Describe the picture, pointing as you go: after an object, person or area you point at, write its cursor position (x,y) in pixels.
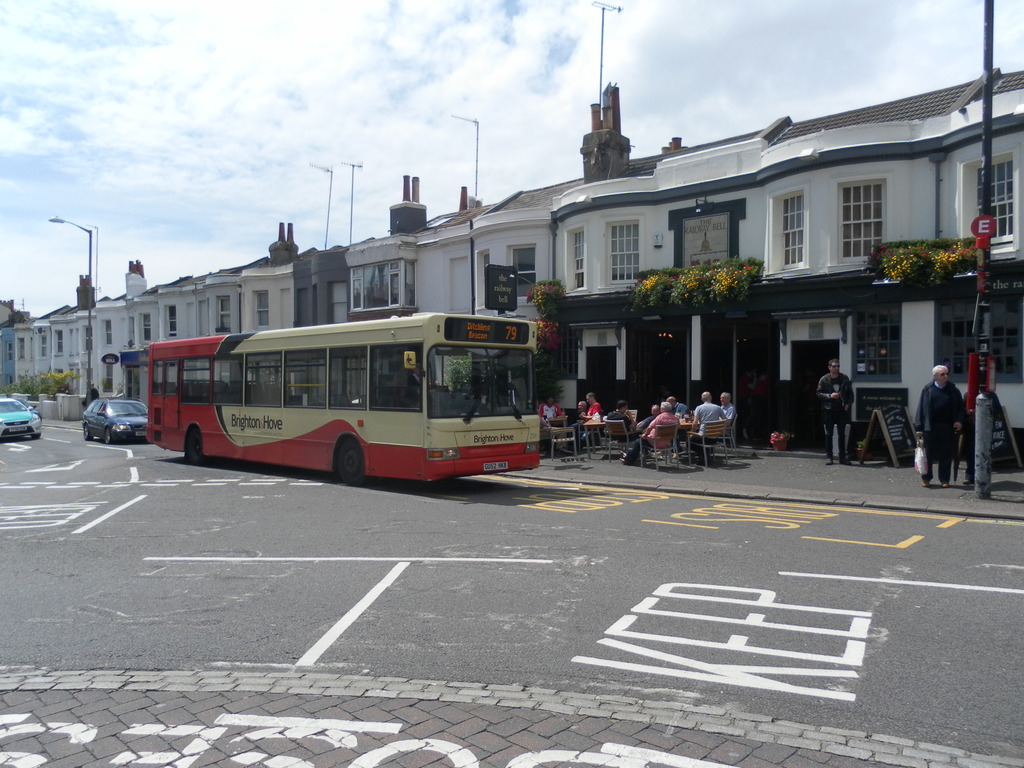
In this image we can see some cars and a bus (204,437) on the road (493,656). On the backside (934,459) we can see a group of people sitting on the chairs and two men (825,405) standing on the footpath (859,479). In that a man (925,480) is holding a cover (920,458). We can also see a group of houses (565,303) with roof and windows (627,258), some street poles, plants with flowers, a pole (988,462) with a board (974,367) and the sky (782,52) which looks cloudy.
